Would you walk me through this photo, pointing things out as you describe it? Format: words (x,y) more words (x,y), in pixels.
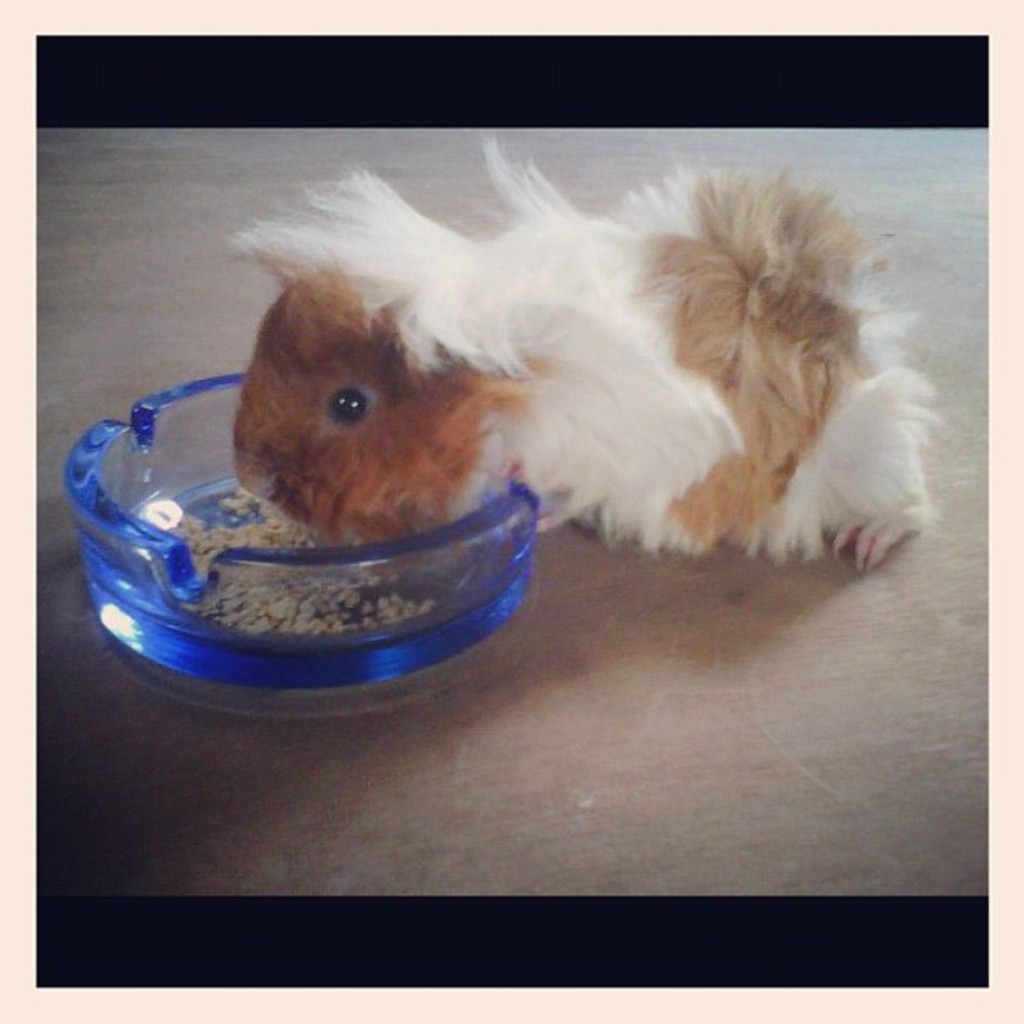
In this picture this is the guinea pig (672,362). It is eating something which is in glass bowl (275,605). This is the floor (783,687).
